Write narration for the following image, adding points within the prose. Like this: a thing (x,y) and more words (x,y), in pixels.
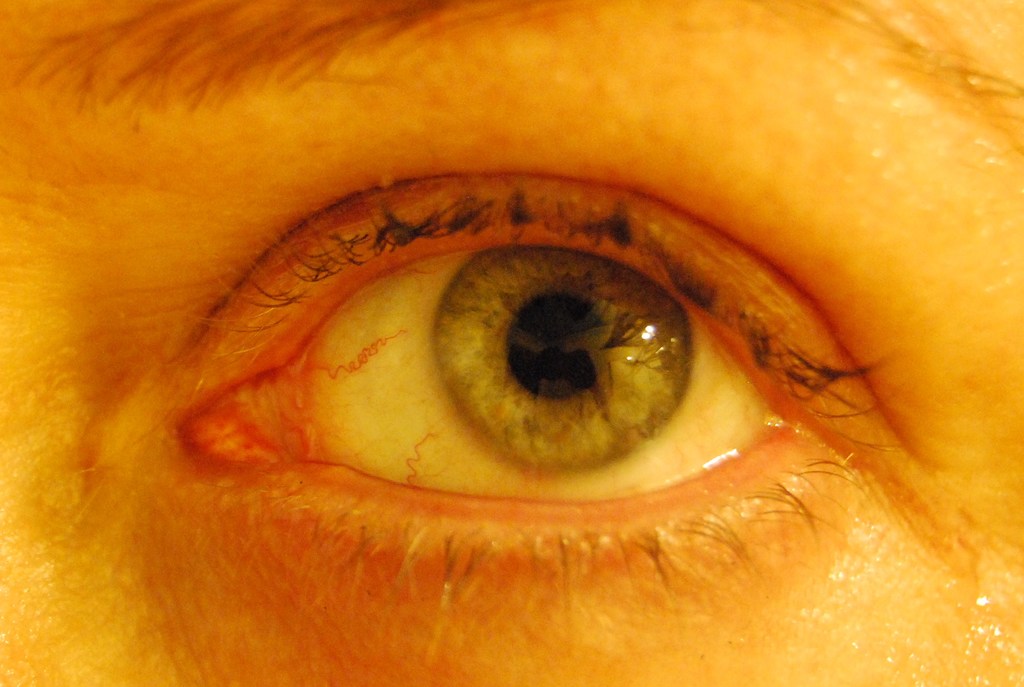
In this picture we can observe human eye (545,274). There is an eyebrow (213,28) and an eyelid (522,241). We can observe red color nerves (356,372) and a black color pupil (539,348).
